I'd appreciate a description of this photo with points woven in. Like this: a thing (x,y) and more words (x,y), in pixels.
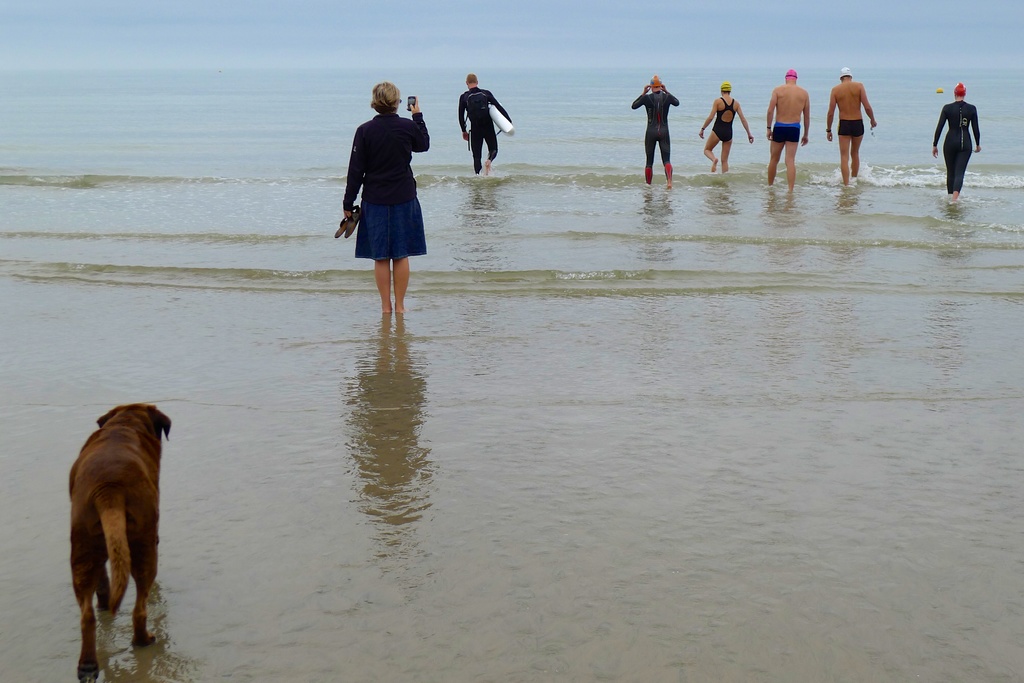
In this image I can see few people (727,135) are standing in the water (537,200). These people (842,157) are wearing the different color dresses (399,128). I can see one person (409,142) is holding the shoes (339,230) and mobile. To the left (116,471) I can see an animal (97,469) which is in brown color. It is also in the water (227,577).
